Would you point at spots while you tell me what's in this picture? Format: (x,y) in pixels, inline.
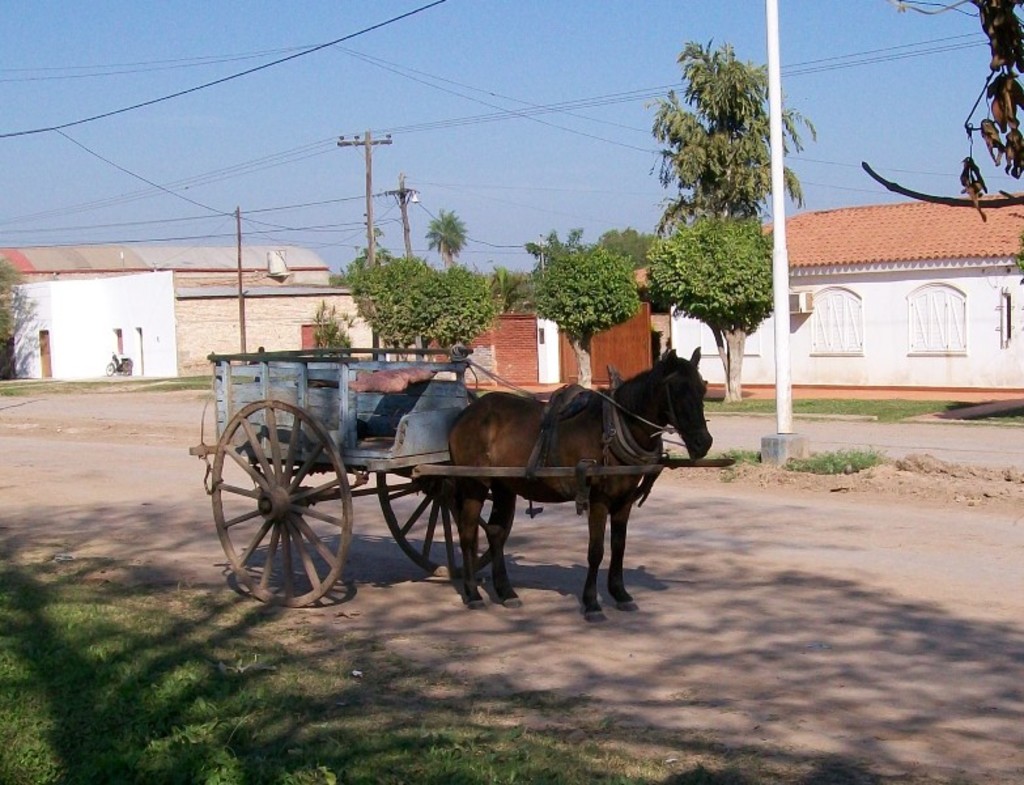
In this image in the center (382,500) there is one vehicle (521,473) and horse (515,454), at the bottom (625,554) there is a walkway (319,555) and some grass (106,686). In the background (702,244) there are some houses (159,312), trees (517,297) and wires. On the top of the image (563,78) there is sky (807,142).
